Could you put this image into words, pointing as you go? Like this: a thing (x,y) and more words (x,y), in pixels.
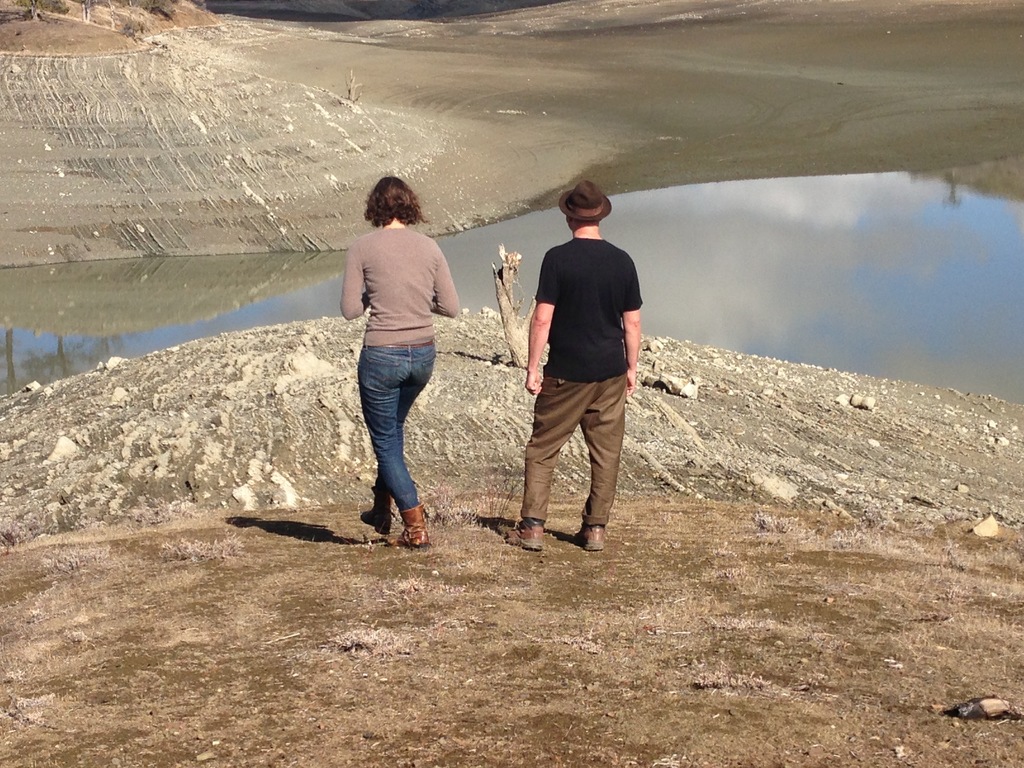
In this image there are two people (383,482) standing at the bank (281,519) of lake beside that there is some mud (79,189).
